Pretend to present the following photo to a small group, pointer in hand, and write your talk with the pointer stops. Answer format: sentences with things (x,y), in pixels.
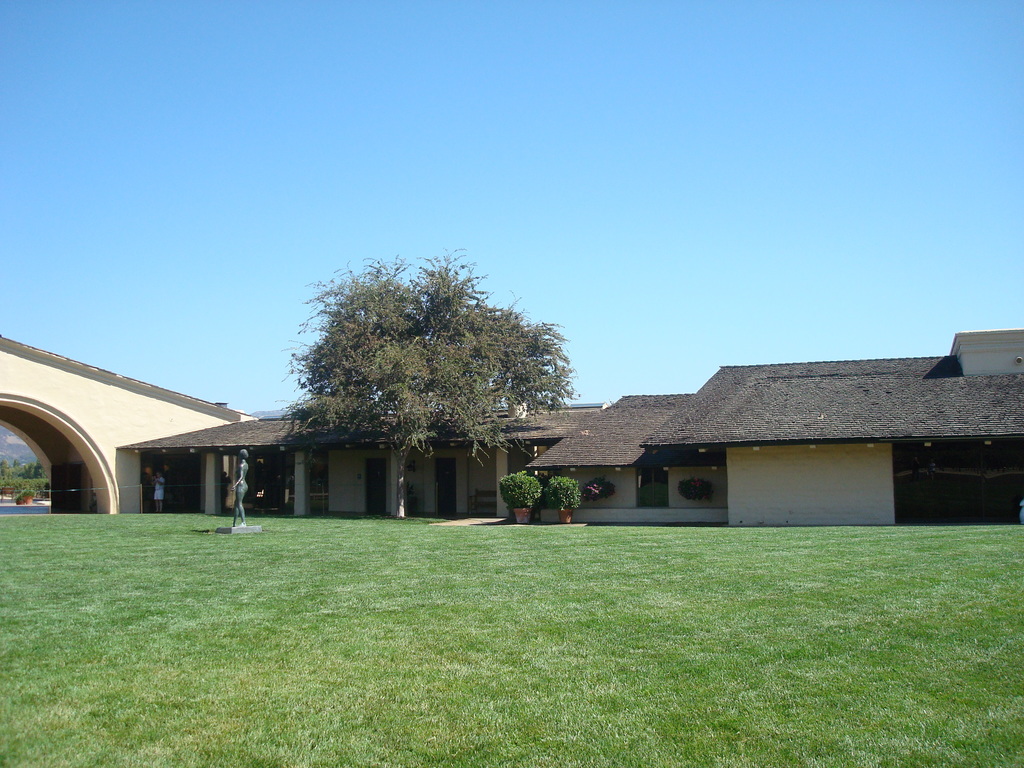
In this image I can see there are houses (534,470) and trees (341,415), at the bottom (587,683) it is the grass (668,695), at the top (491,142) it is the sky (494,129).
